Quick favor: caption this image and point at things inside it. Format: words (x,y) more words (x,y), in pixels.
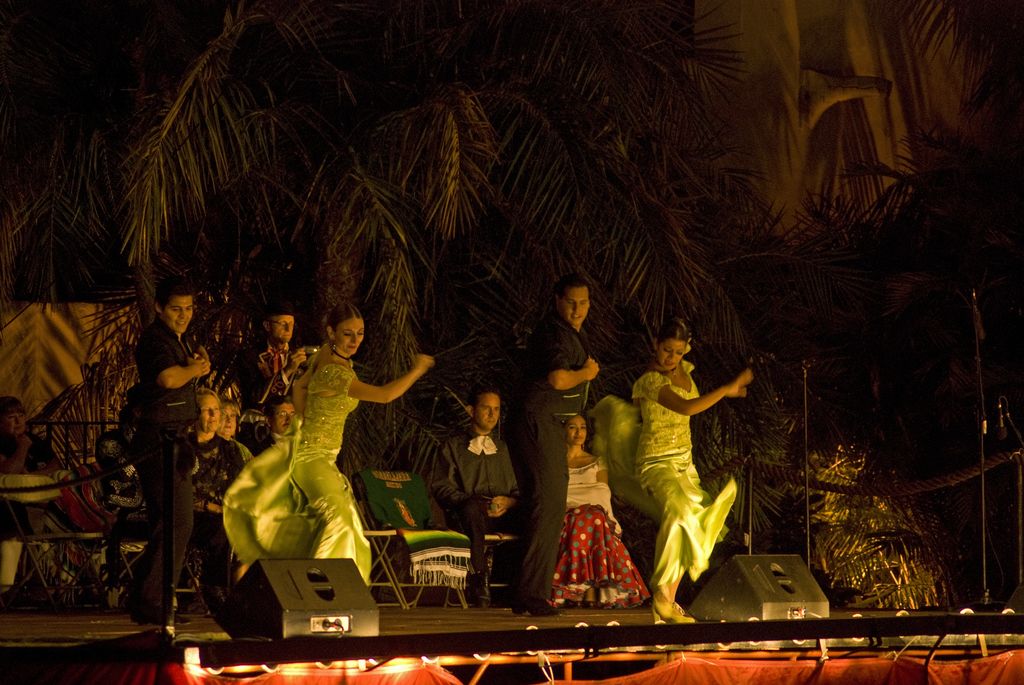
In this image I can see group of people (482,476). In front (173,489) the person (536,458) is wearing black color dress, background (423,468) I can see the trees (397,448) in green color and I can also see few lights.
